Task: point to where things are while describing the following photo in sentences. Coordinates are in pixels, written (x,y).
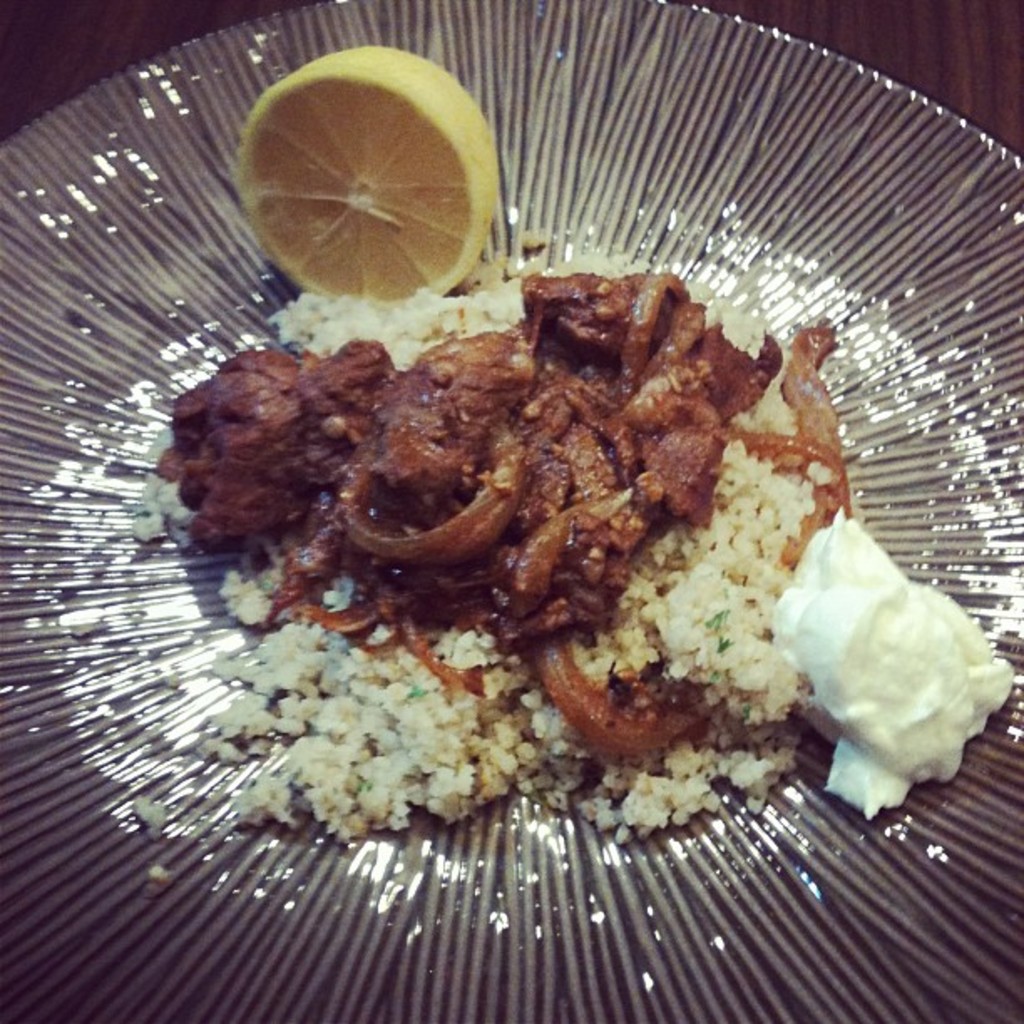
In this image I can see a plate (756,136) and in it I can see different types of food (414,398). I can also see a lemon (477,107) in the plate (245,70).
